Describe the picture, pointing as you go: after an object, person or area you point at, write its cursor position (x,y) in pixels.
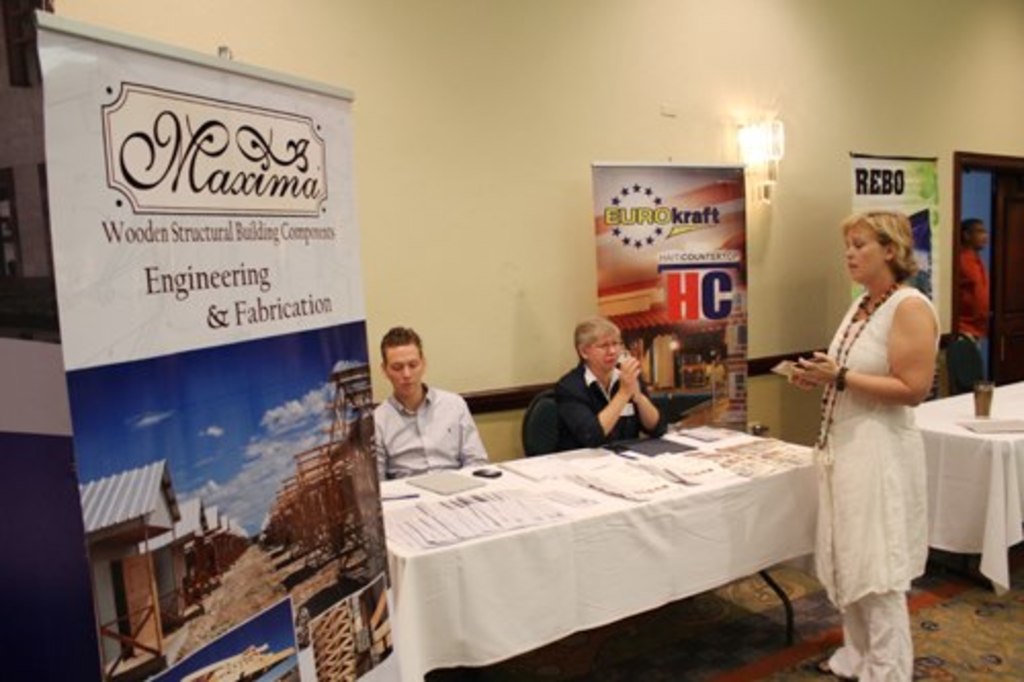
This image consists of a banner (158,359). To the right (869,420), there are three persons (832,418). In the front (584,564), there is a table (587,524) which is covered with white cloth (629,527) on which there are papers (630,484), and books (469,487) along with a mobile (491,476) are kept. In the background (660,80), there is a wall (783,208). At the bottom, there is floor (823,606). To the right (854,490), the woman (862,470) is wearing white dress (865,505).
